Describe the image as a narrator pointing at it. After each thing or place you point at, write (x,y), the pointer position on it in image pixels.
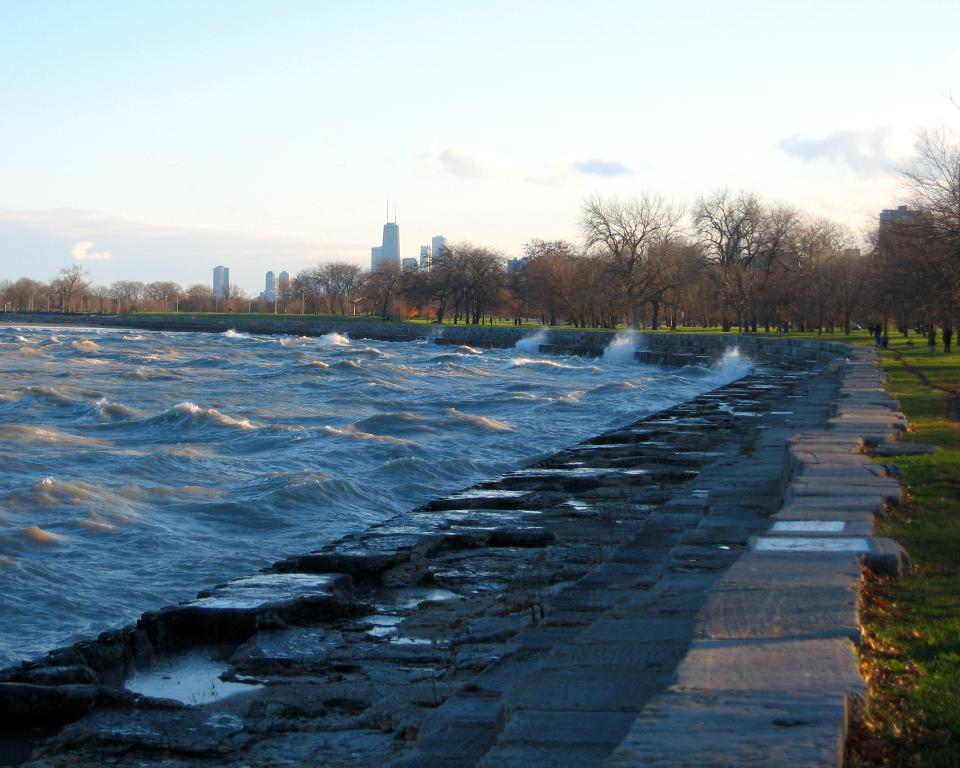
In this picture we can see the grass (912,520), water (353,436), steps (727,507), stones (614,463), trees (451,278), buildings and in the background (603,158) we can see the sky (441,115).
